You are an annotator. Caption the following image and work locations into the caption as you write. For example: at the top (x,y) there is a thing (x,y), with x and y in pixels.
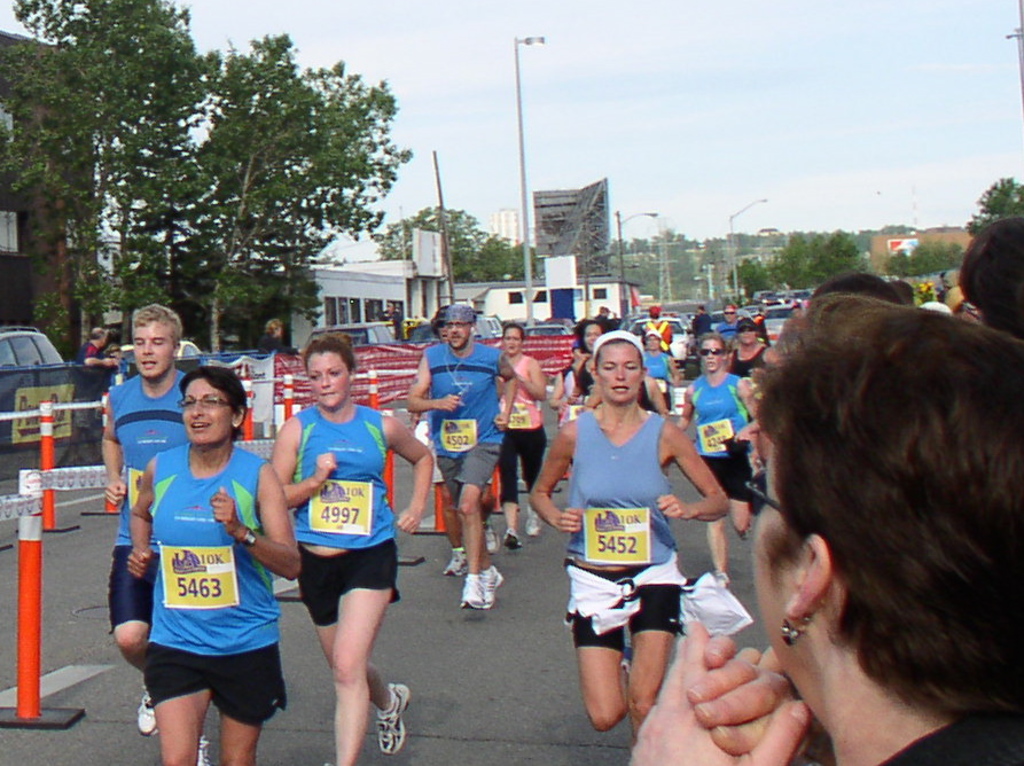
In this image I can see few people (354,513) are wearing t-shirts (176,496), shorts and running on the road (476,696). On the right side (909,479), I can see few people (916,455) are looking at the persons (302,435) who are running. In the background (584,291) there are some vehicles (374,327) on the road (68,511) and also I can see some trees (287,253), buildings (481,305) and street lights (528,251). On the top of the image (716,69) I can see the sky (789,73).
